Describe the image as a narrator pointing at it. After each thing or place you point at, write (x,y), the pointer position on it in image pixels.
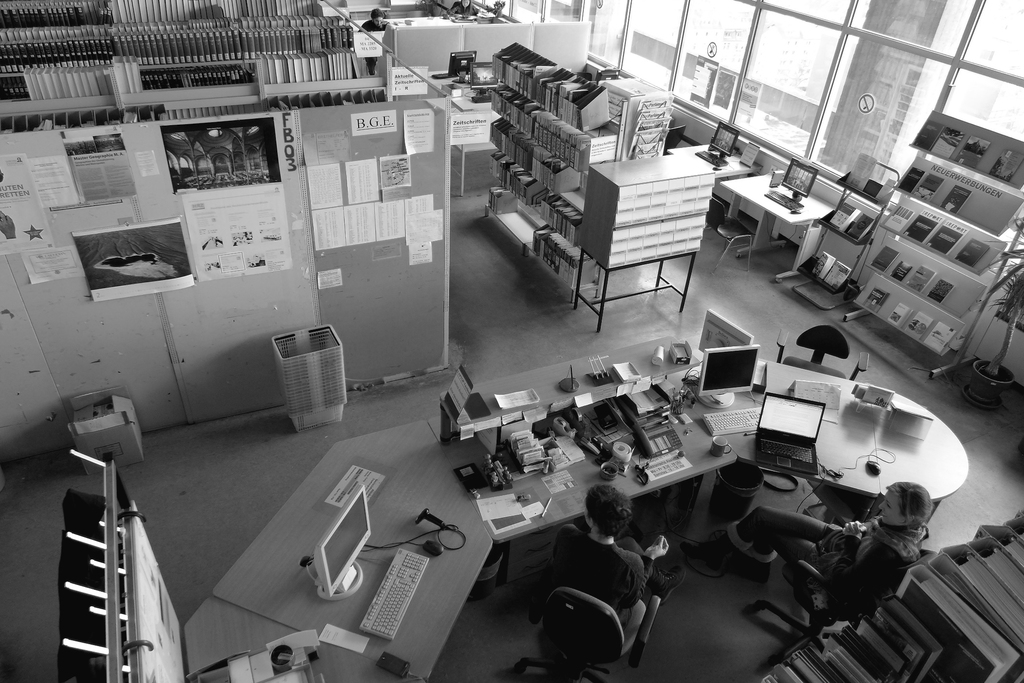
In this image, there are racks (816,263) contains some books (922,189). There are two persons (593,577) at the bottom of the image (574,571) wearing clothes (842,572) and sitting on chairs (613,654) in front of the table (699,437) contains computers (335,556) and laptop (769,438). There are containers (305,393) in the middle of the image (544,448). There is a plant (981,374) on the right side of the image (978,373).
